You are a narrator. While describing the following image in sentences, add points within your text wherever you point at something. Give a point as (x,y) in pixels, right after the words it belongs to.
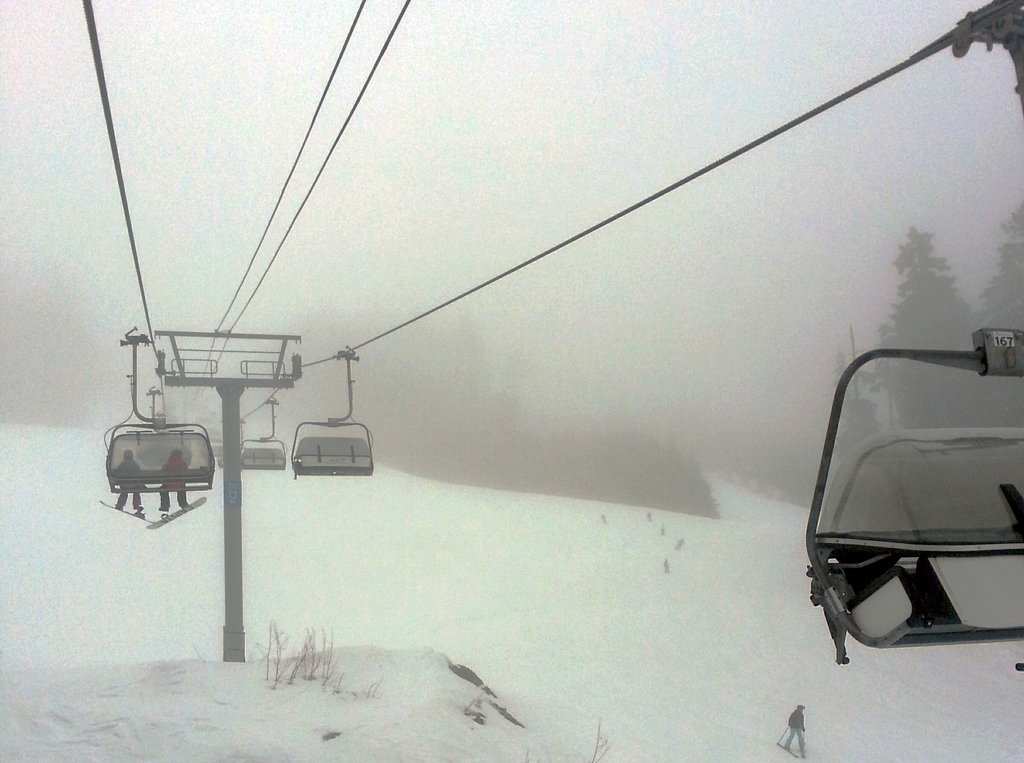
In this image, we can see ropeway cars (173,481). Here few people (168,499) are riding ropeway car (160,452). Here we can see pole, ropes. At the bottom (472,707), we can see snow (347,721), plants (294,670), person (800,738). Background (767,429) we can see fog (559,304), trees (967,340).
